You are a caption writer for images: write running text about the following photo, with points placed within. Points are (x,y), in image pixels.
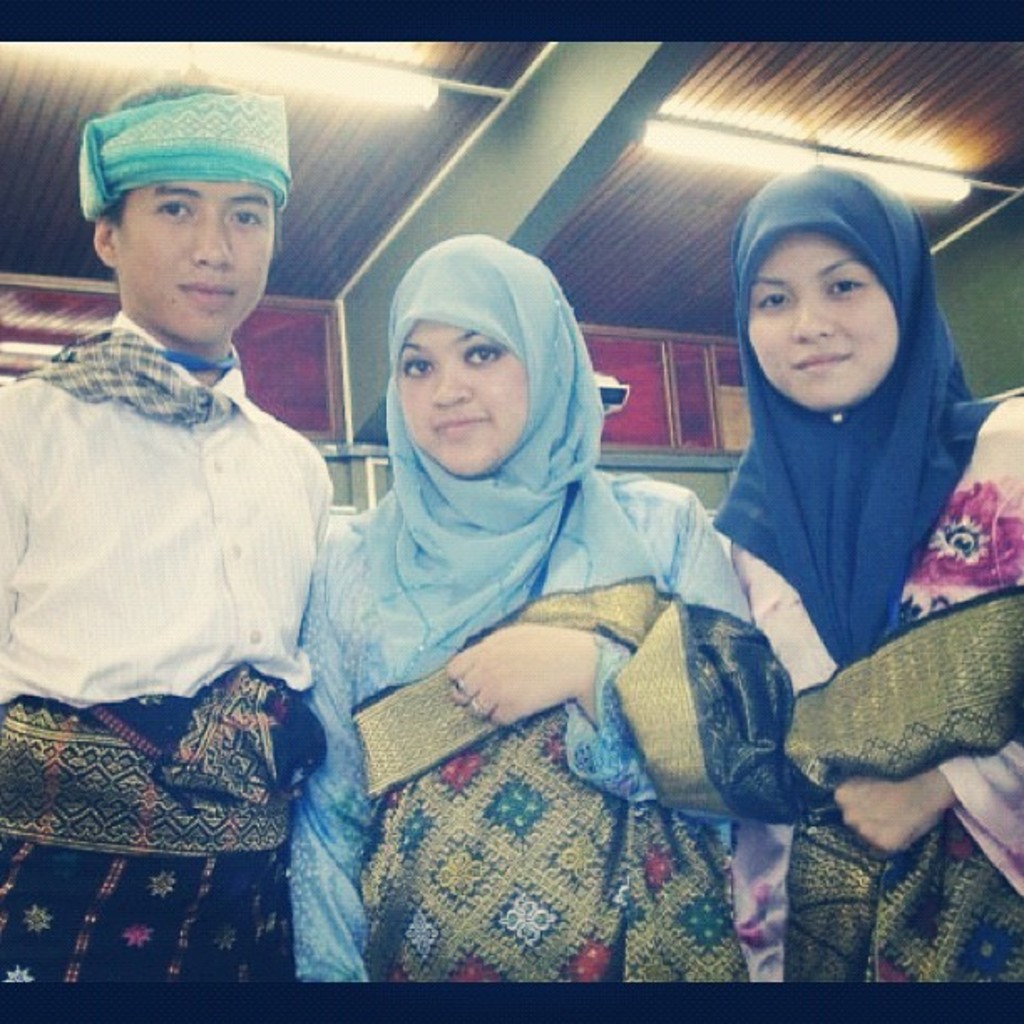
In the picture we can see two women (504,626) and a man (315,518) standing together, posing for a photograph and top of the picture (516,159) there are some lights (711,129) and there is a roof (383,246).
